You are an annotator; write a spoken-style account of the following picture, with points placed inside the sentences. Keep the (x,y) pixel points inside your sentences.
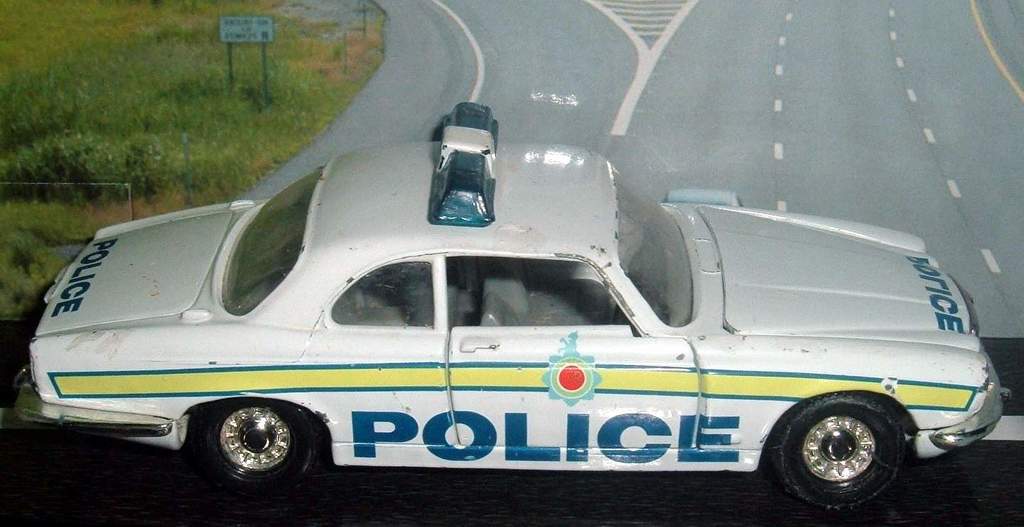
In the image we can see a toy vehicle (911,334). Behind the vehicle (330,424) there is road (366,129) and grass (146,133) and sign boards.
